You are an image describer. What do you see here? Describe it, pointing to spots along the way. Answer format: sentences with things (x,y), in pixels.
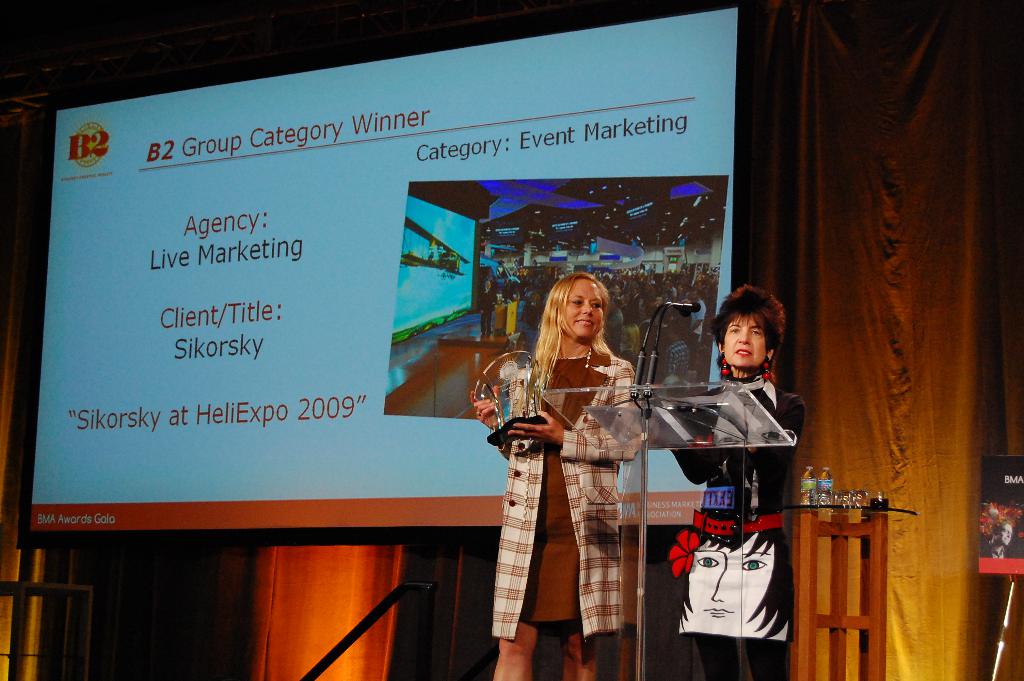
In this image, we can see a person (595,291) standing and holding an object (523,385) with her hand (549,428). There is an another person (745,335) standing in front of the podium (677,417). There are bottles (824,485) on the table (866,555) which is in the bottom right of the image (836,575). There is a screen (275,438) in the middle of the image (399,446).
